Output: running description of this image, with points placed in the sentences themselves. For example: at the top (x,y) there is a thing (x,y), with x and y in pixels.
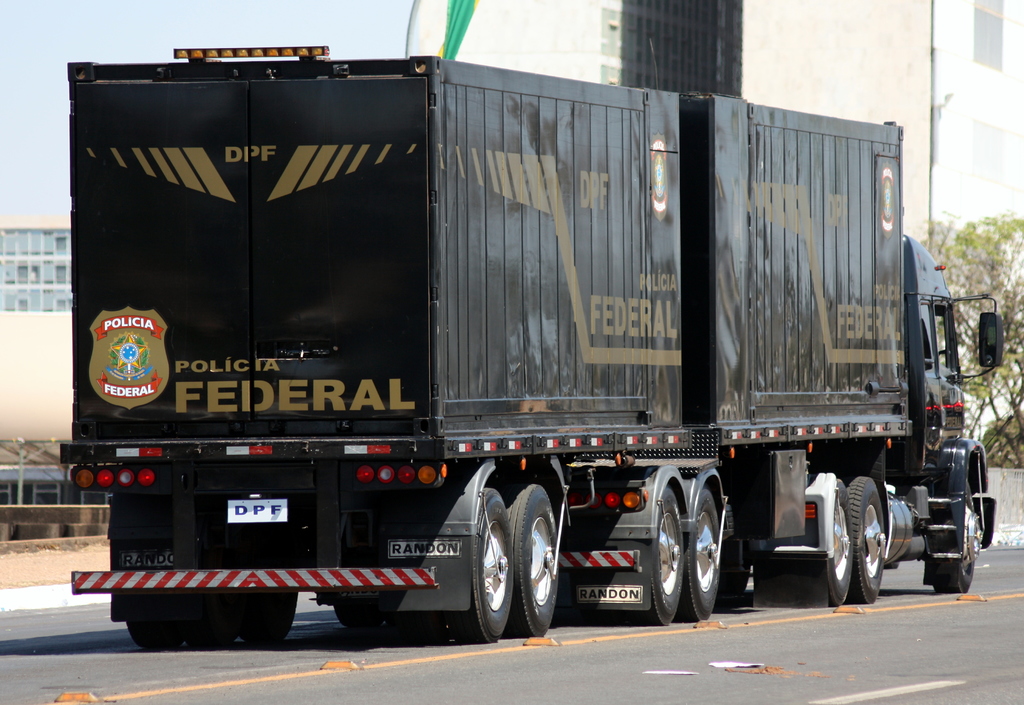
In this image we can see black color truck (438,466) which is moving on the road (116,670) and at the background of the image (651,0) there are some buildings (931,189) and trees (967,334).
